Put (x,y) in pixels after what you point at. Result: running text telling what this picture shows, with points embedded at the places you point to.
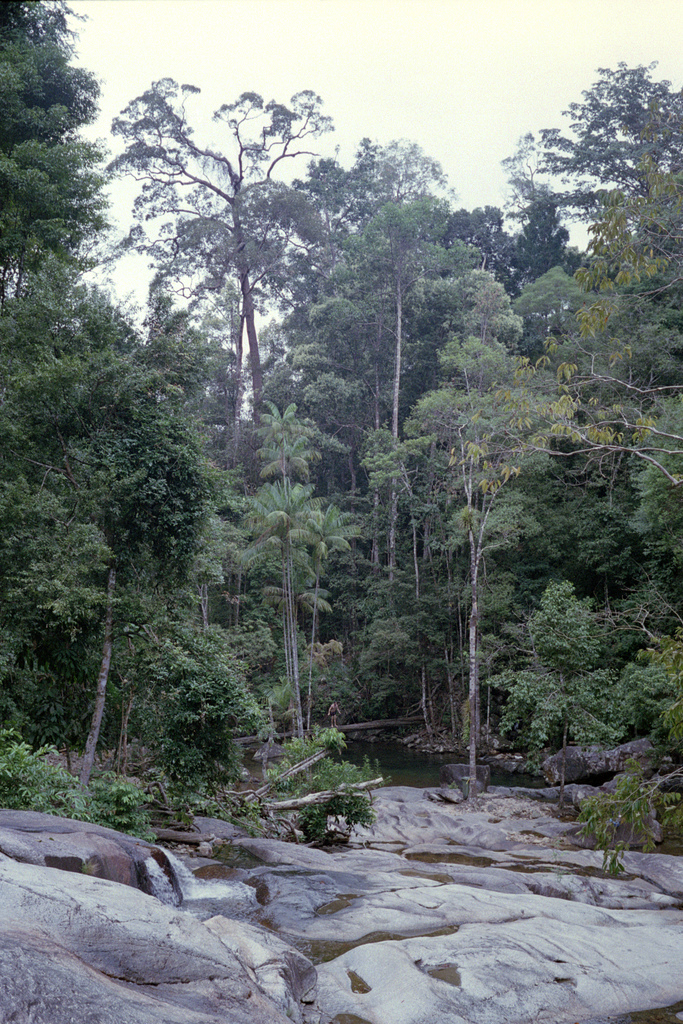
In this picture we can observe trees (151,563). In the background (327,75) there is a sky (334,64).
